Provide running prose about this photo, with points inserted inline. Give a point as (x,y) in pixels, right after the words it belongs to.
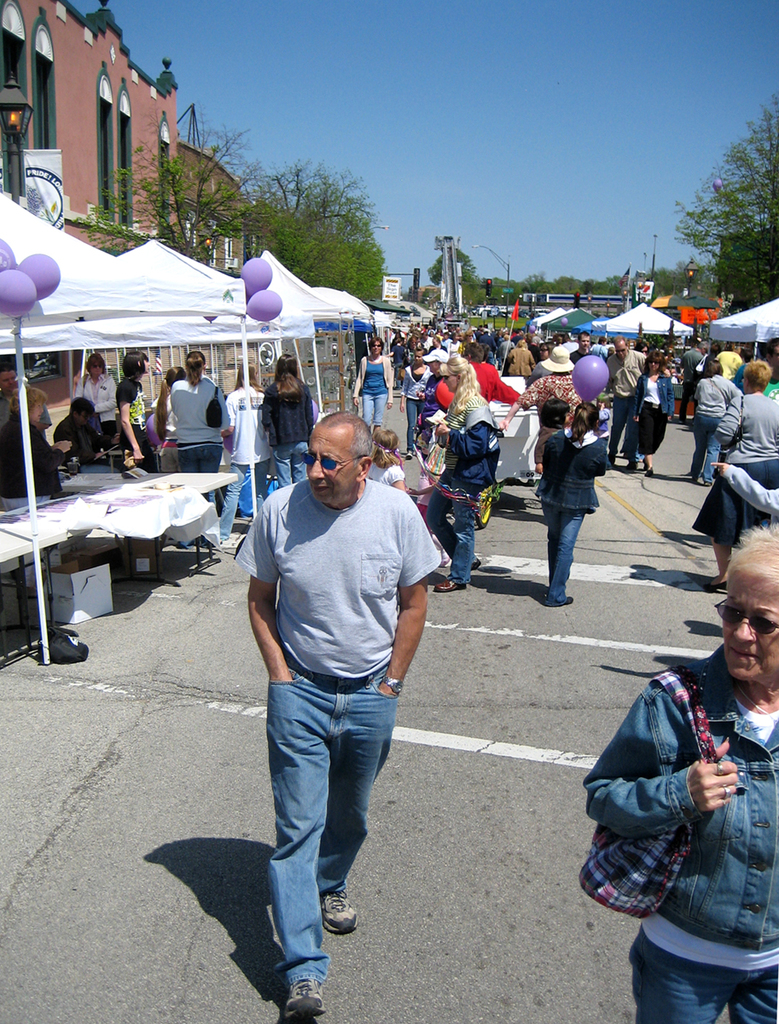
In the foreground of this image (681,718), there are persons (433,554) walking on the road (650,634). On the left (198,314), there are white tents (294,310), balloons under which, there are persons (206,421) sitting and standing and we can also see few buildings (142,160) on the left (86,136). In the background (406,246), there are trees (765,199), poles (630,293), boards (395,287) and the sky (478,114).
